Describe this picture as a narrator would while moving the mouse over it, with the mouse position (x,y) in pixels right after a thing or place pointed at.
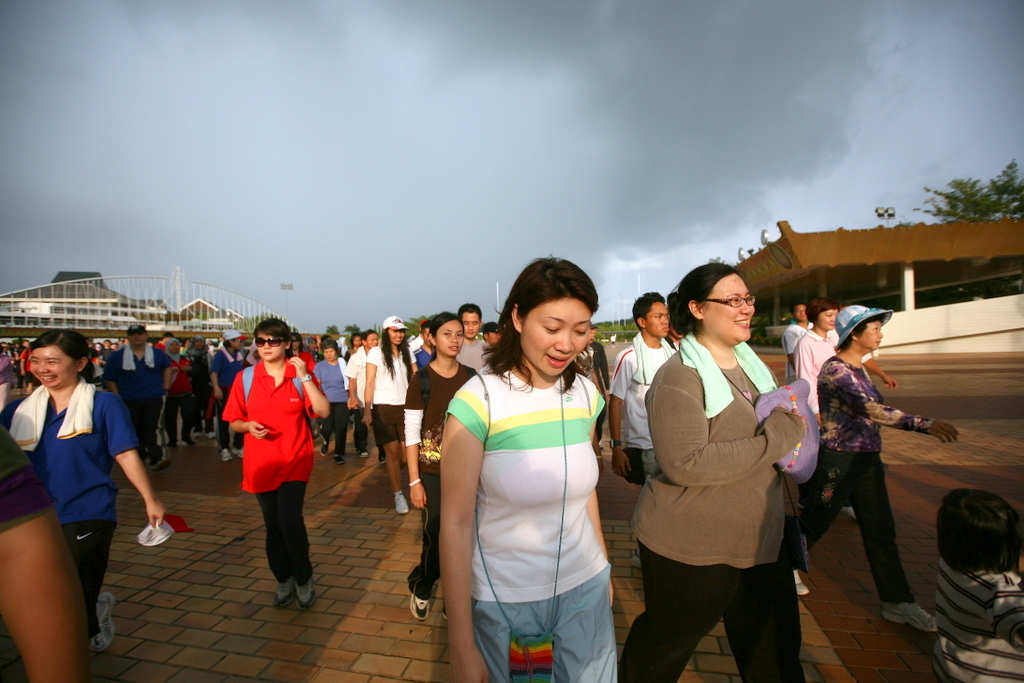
In this picture we can see some people (546,477) are walking, on the right side (975,310) and left side (105,321) there are buildings (139,320), in the background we can see trees (337,328), there is the sky (567,160) and clouds (548,78) at the top of the picture (533,62).
